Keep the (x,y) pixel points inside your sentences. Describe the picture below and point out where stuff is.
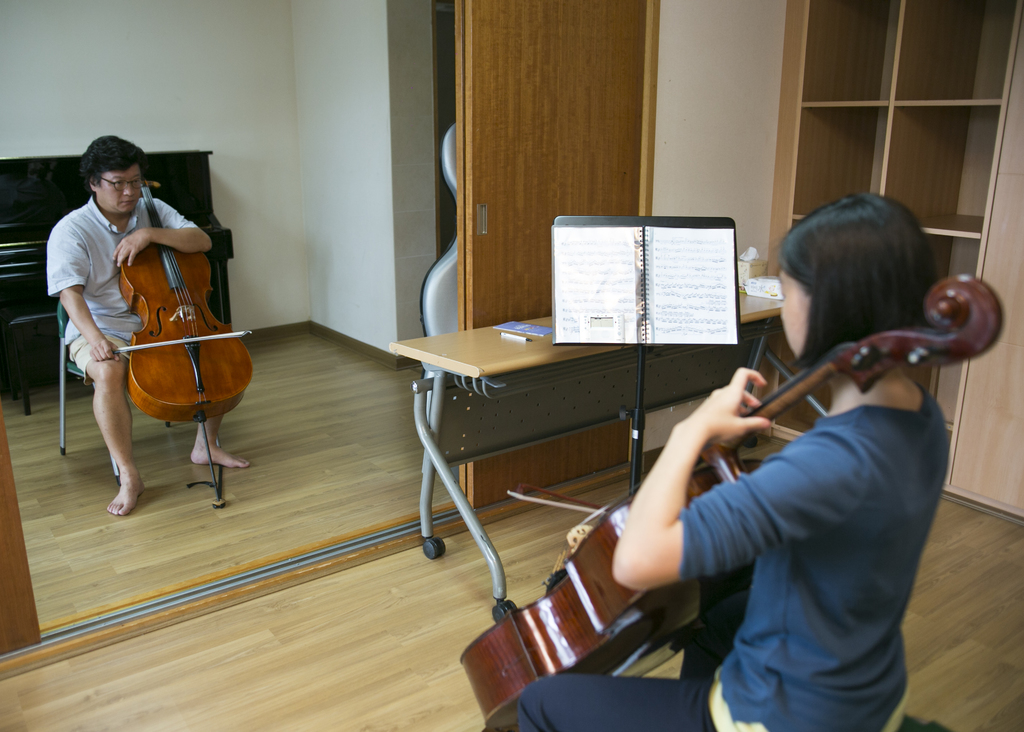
In this image I can see two persons (913,505) sitting on the chair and playing musical instruments (164,286), in front (704,312) I can see a book (588,309) on the table (559,368), I can see a door (481,220) in brown color. Background (161,59) I can see wall (170,90) in white color.
